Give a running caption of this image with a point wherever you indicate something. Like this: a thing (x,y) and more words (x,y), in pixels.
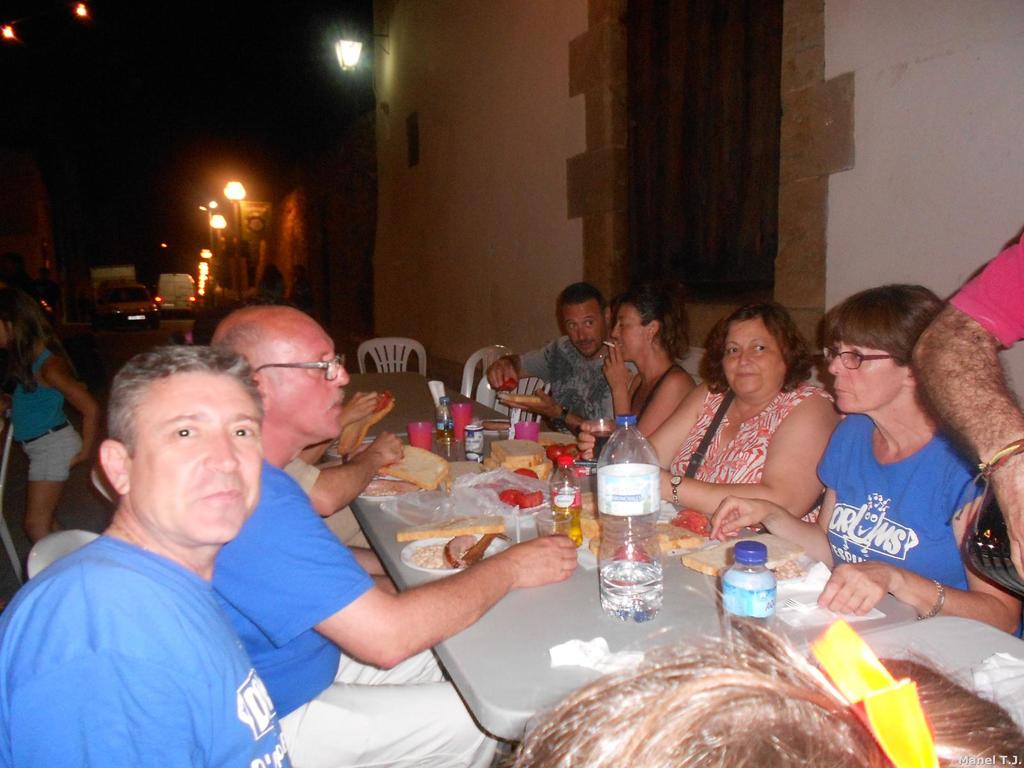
This picture might be taken in a restaurant (442,287). In this image, we can see a group of people (855,730) sitting on the chair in front of the table (491,673). On that table (468,669), we can see few water bottles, bread (592,503), plate (471,540), tissues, glass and some food items (533,475). On the left side (94,424), we can see a woman (51,398) standing. In the background (147,317), we can see a car (125,309) and a vehicle (164,294) which is placed on the road (98,333), street lights (198,270). At the top (206,128), we can see black color.
